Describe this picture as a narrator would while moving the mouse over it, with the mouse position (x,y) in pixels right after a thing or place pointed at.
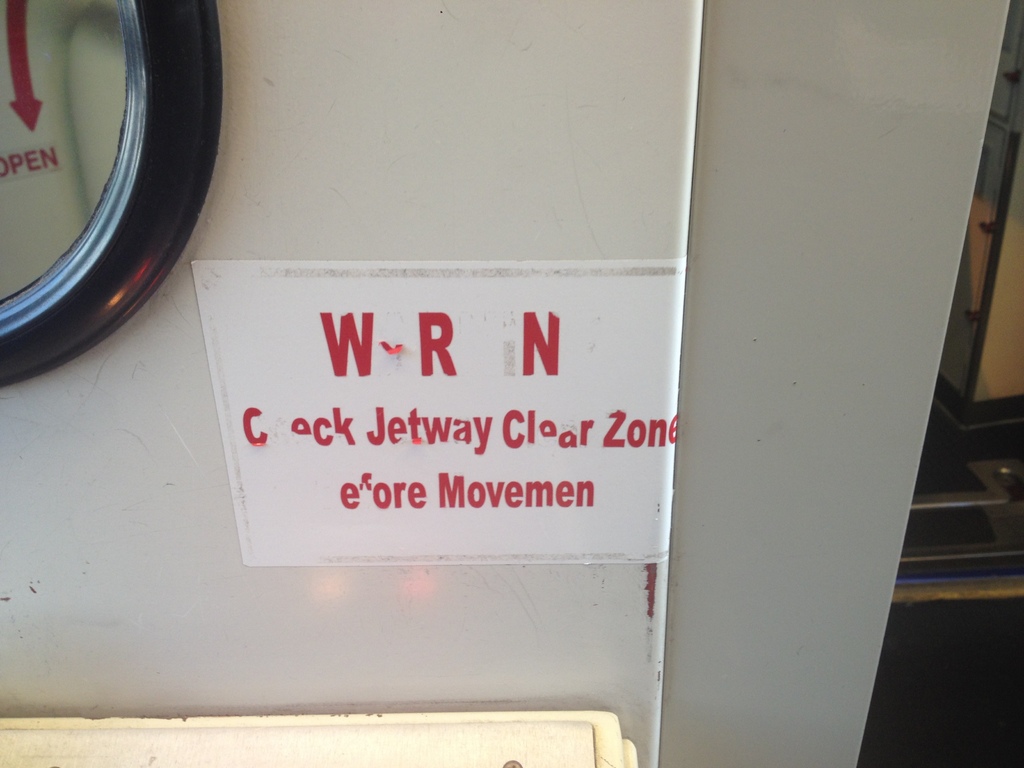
In the center of the image (518,280) we can see a door (580,601).
